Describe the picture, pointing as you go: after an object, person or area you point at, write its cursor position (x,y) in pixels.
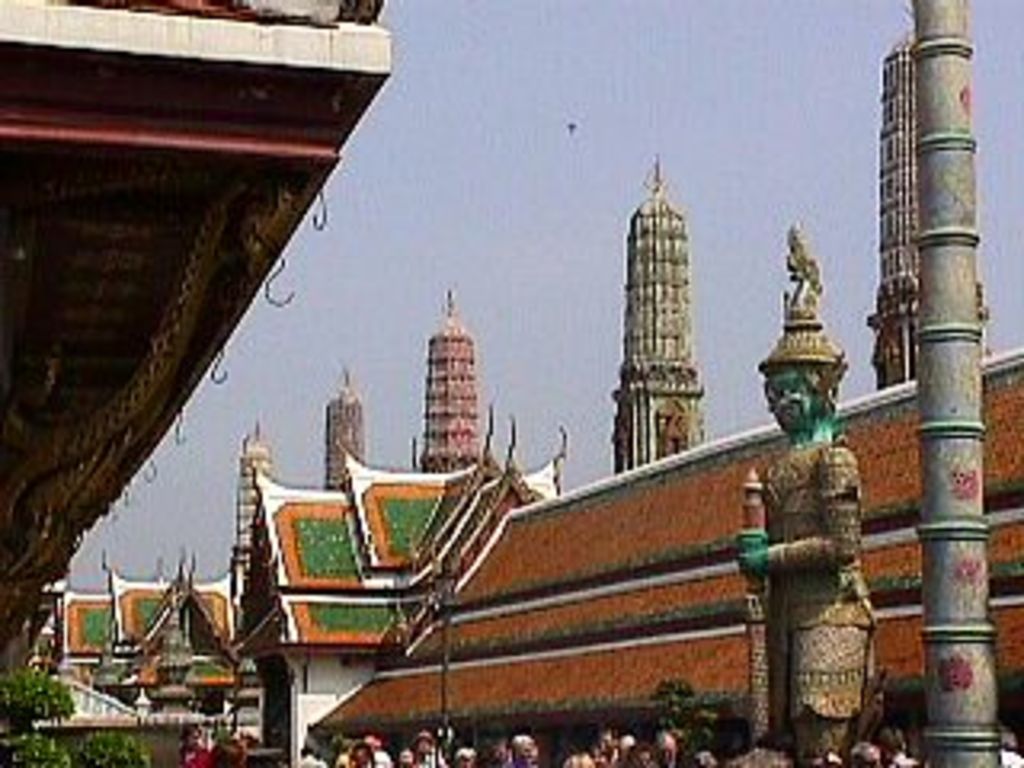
At the bottom of the image (1018,761) few people (1002,765) are standing and there is a statue (782,620). Behind the statue (826,614) there are some buildings (1017,578) and poles (952,41). At the top of the image (630,25) there is sky (466,71).
